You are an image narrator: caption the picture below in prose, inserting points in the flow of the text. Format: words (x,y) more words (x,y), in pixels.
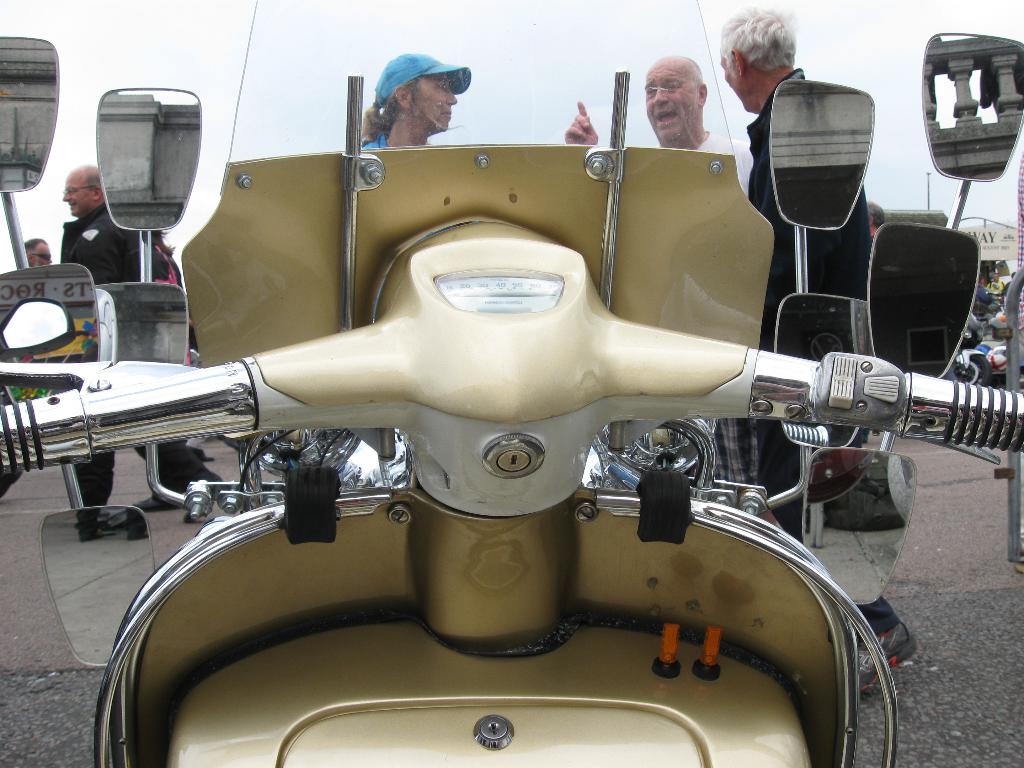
In this image there is a scooter handle (517,422) in the middle (668,377). To the handle (835,374) there are many mirrors (132,160). In front of the scooter (493,21) there are three people (662,65) who are discussing with each other.
